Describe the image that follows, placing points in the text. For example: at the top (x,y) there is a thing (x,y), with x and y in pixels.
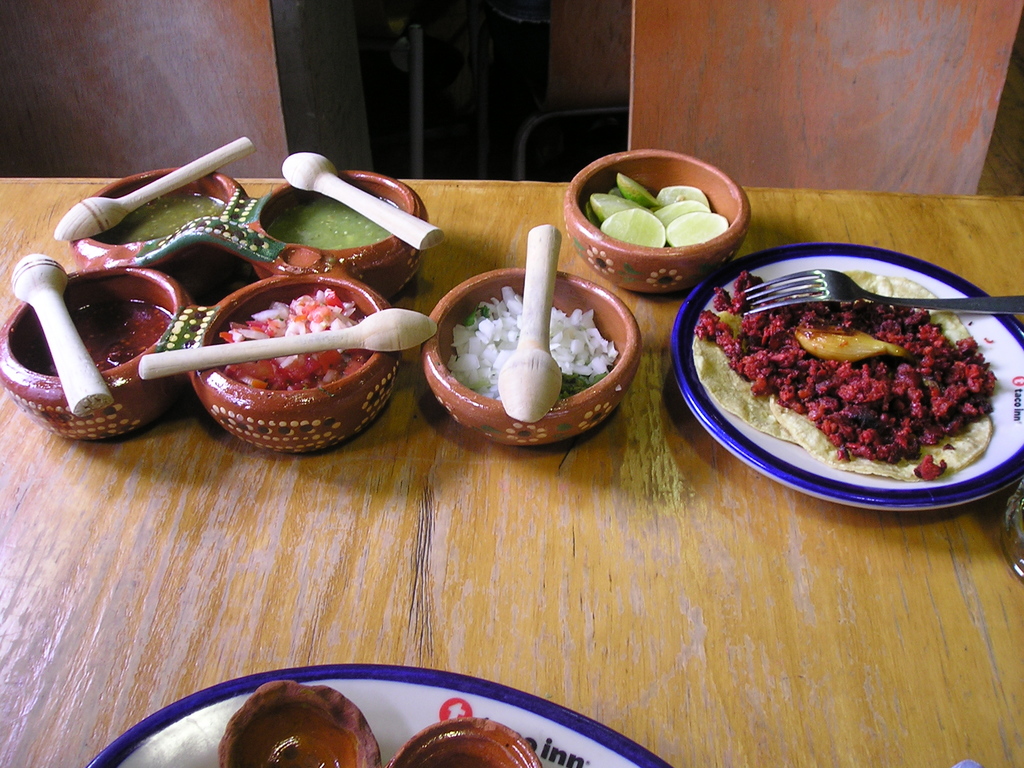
In the center of the image (410,316) we can see food (770,427), spoons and fork (798,301) placed in a bowls (284,260) placed on the table (516,489).
